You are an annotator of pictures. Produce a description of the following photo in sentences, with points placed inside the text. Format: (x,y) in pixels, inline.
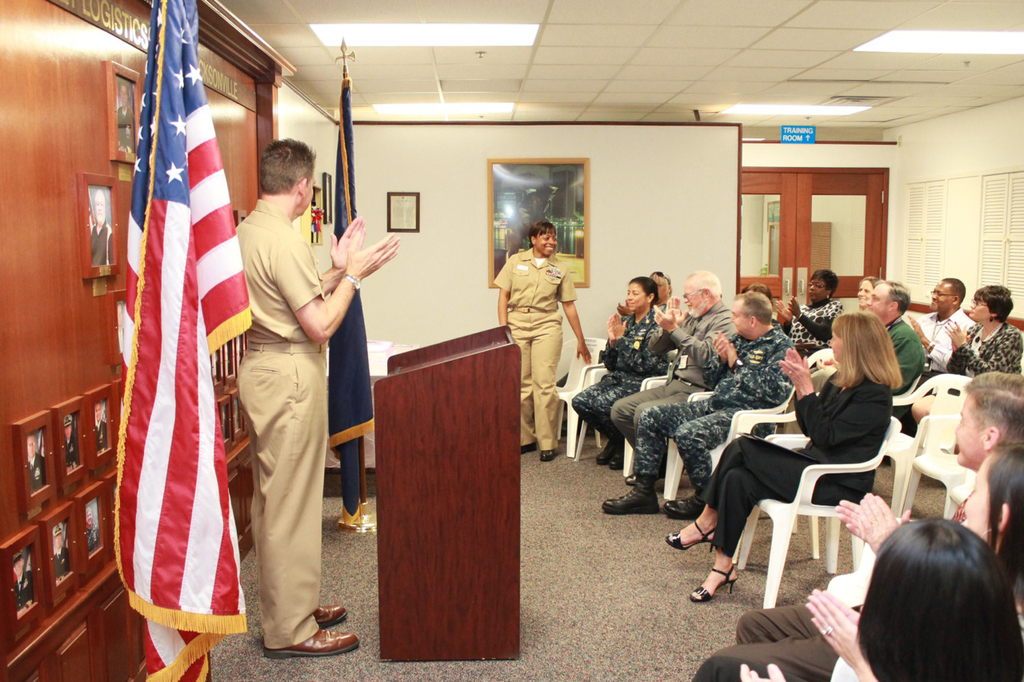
In this image there are persons (845,377) sitting and standing and clapping, there are empty chairs (940,380), there is a podium (422,387). On the left side (243,330) there are flags (213,315) and there are frames (92,422) on the wall (37,76) and there is some text (230,94) written. In the background (534,187) there are frames (515,202) on the wall (372,204) and there is a door (804,221) and on the top of the door (795,175) there is some text (789,136) written on it. On the right side (912,232) there are cupboards (927,229).
